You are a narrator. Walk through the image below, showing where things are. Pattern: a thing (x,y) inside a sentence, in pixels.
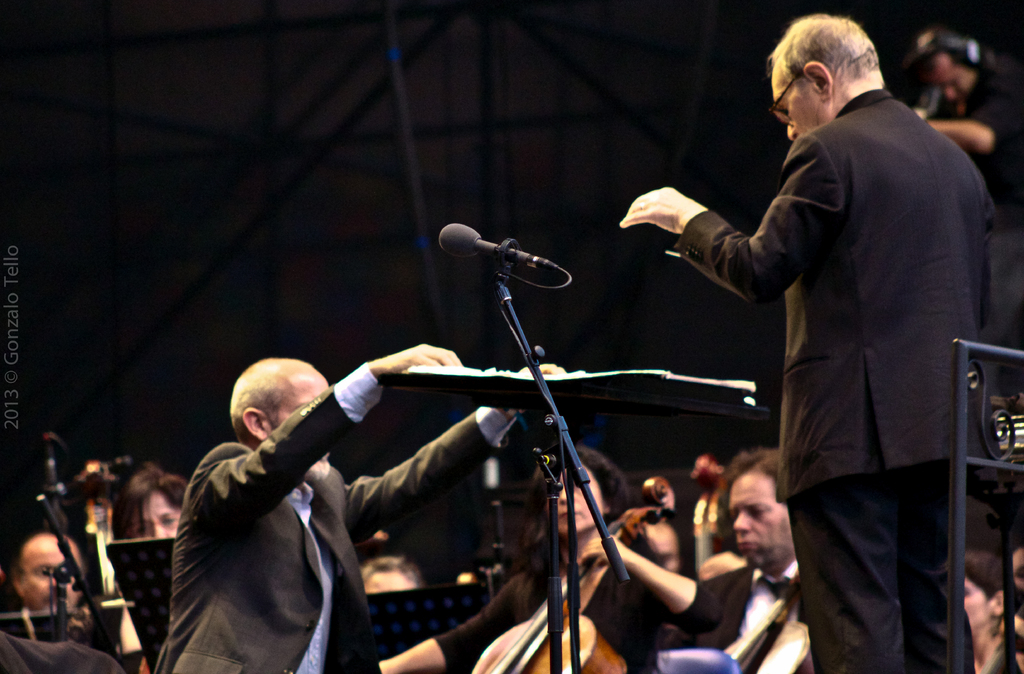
This picture is clicked in a musical concert. The man (861,609) in the right corner of the picture (851,298) wearing a black blazer (895,216) and spectacles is standing. In front of him, we see a microphone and a podium (474,393). Beside him, we see a man (307,565) in blue shirt (327,575) and black blazer (262,564). Behind him, we see a woman (647,605) in black t-shirt (490,622) is holding a cello (540,660) and beside her, we see people (173,475) holding musical instruments (708,497) in their hands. In the background (327,271), it is black in color.
